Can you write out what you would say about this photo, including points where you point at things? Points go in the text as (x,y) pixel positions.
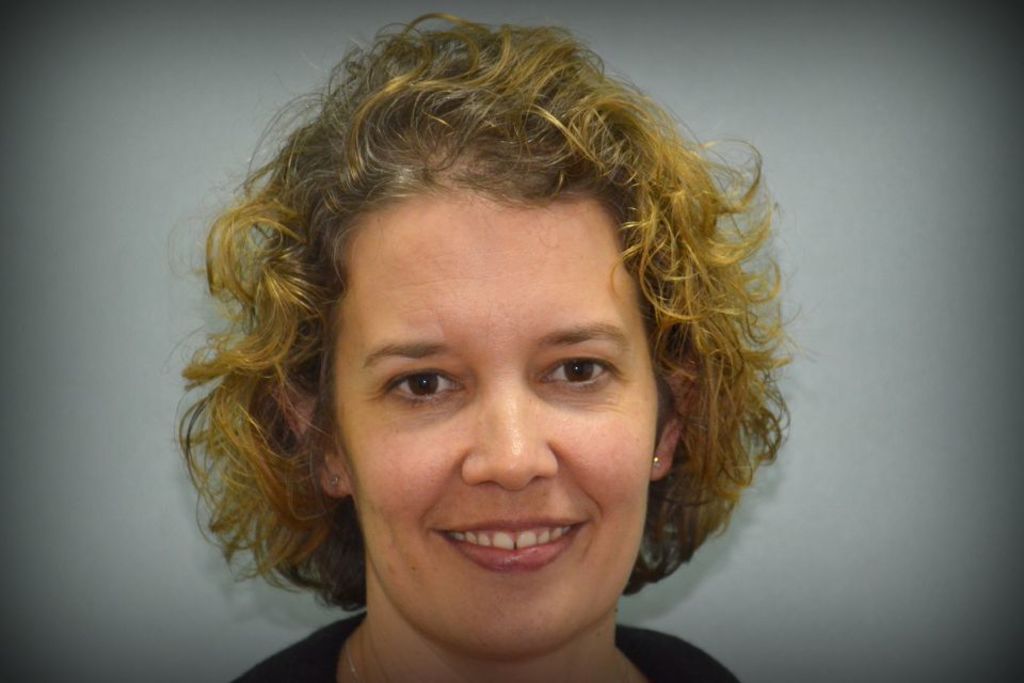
In this picture there is a woman (339,236), she is smiling. In the background (137,137) wall (849,273) painted white.
